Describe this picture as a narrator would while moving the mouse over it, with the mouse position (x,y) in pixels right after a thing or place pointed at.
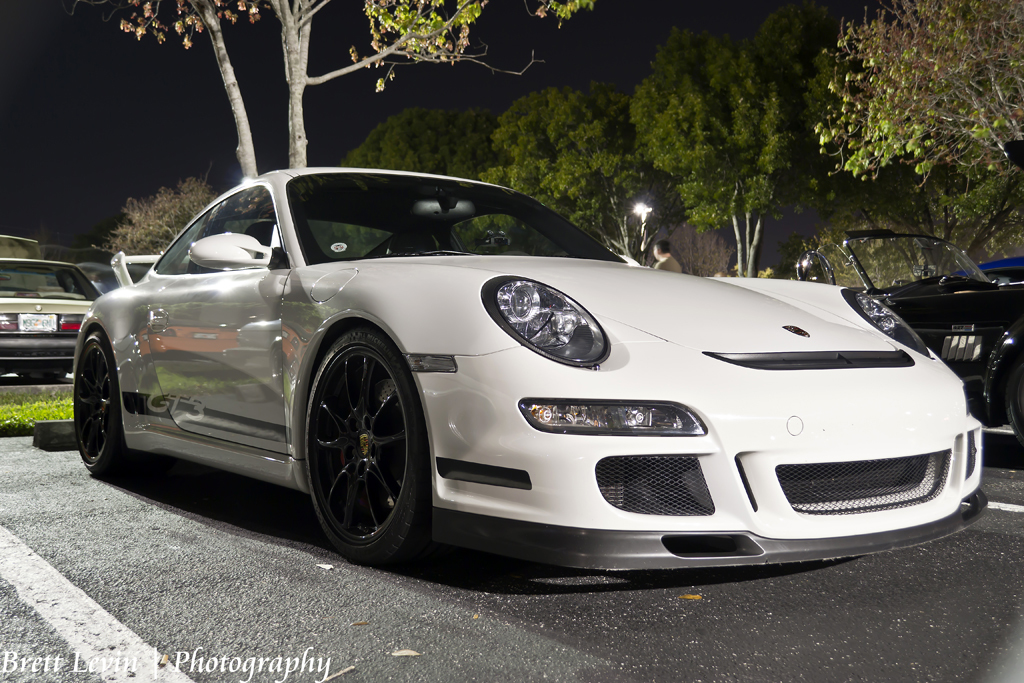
In this picture I can see few vehicles (372,450) are on the road (311,546) and also I can see a person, around there are some trees (554,164).
